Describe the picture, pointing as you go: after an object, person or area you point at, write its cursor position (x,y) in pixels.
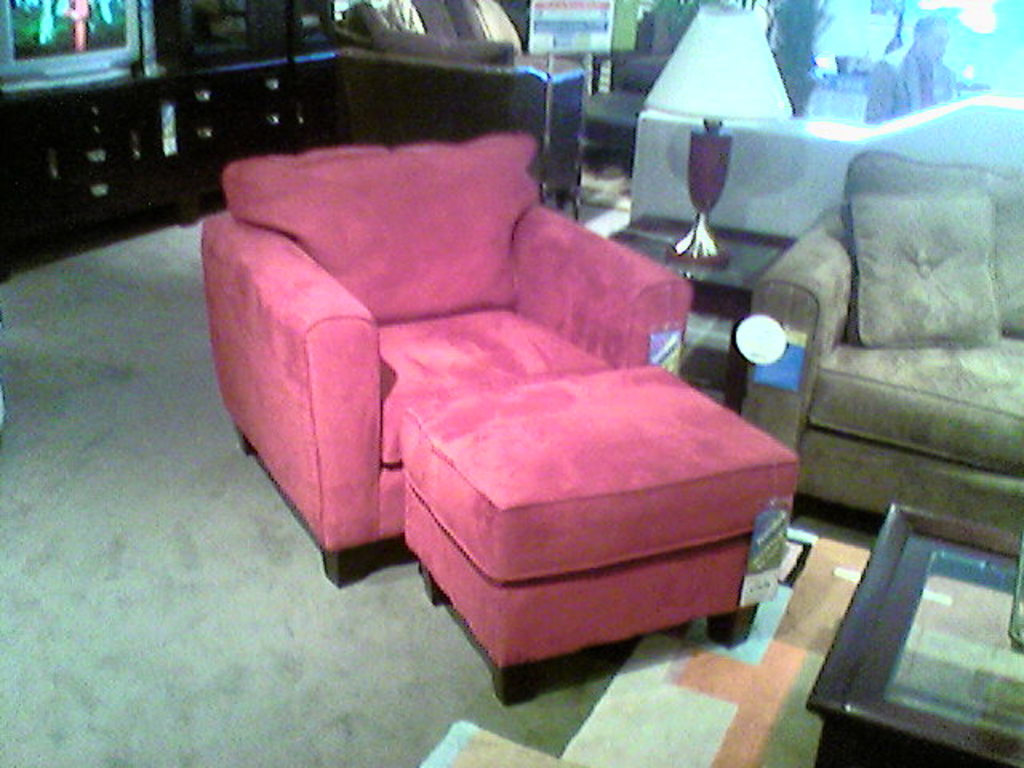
As we can see in the image, there is a television (97,52), sofa (335,300), lamp (694,230) and pillow (879,269).
